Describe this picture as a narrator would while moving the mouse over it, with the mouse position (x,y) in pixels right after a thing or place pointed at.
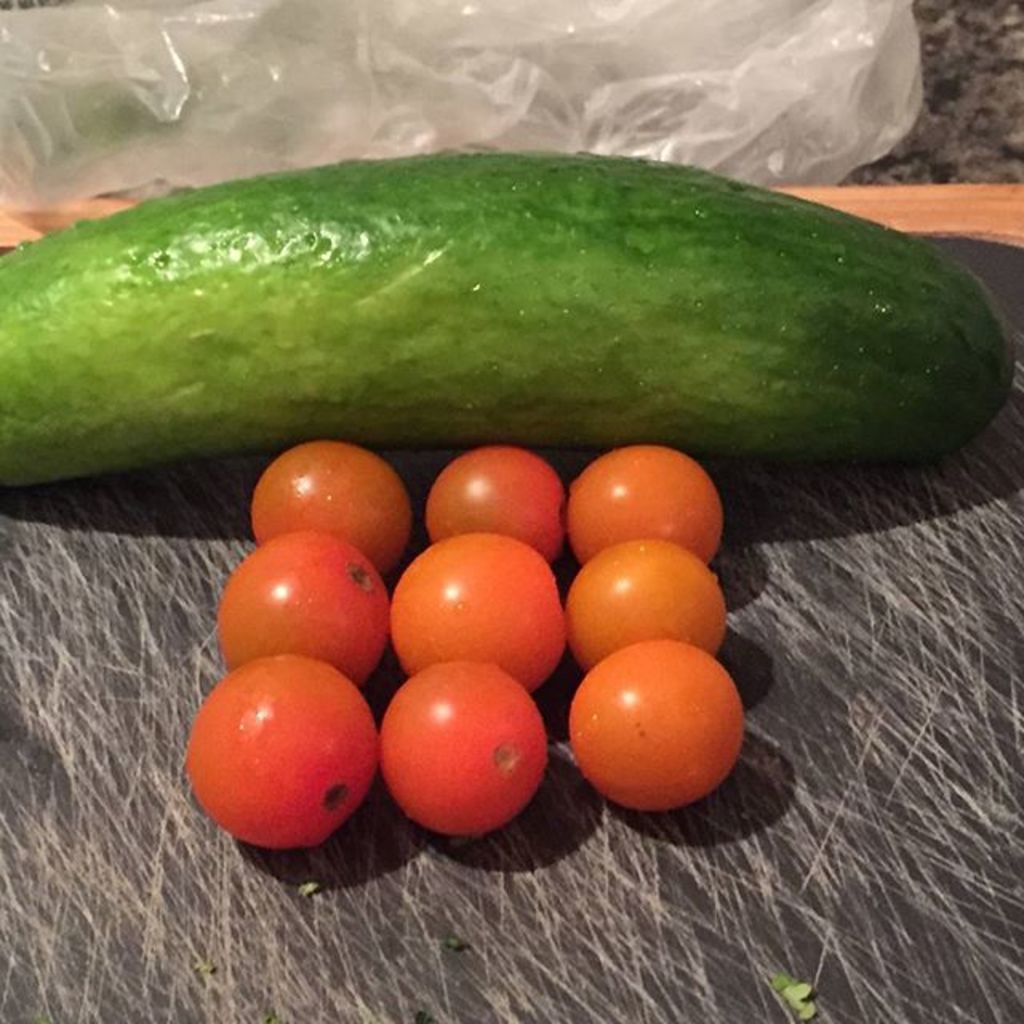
In the center of the image (577,486) there are vegetables (502,458). There is a cover (466,28).
